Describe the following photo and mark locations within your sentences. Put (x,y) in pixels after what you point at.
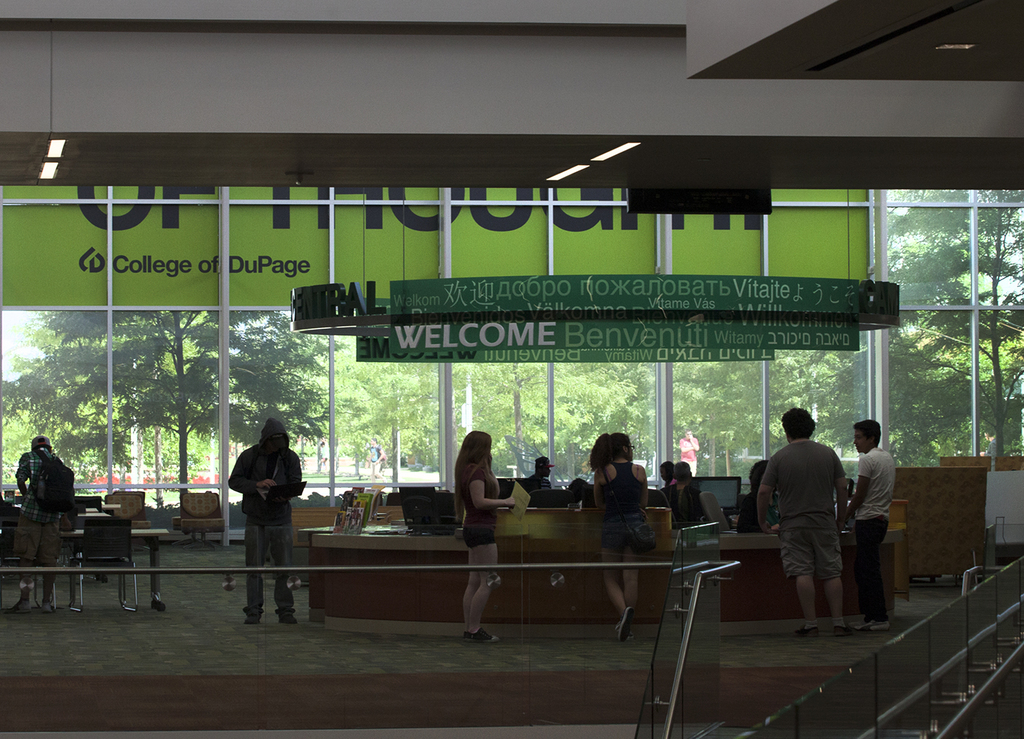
In this image I can see number of people (544,467). Also in the background (266,322) I can see number of trees (385,370) and board (601,258).
